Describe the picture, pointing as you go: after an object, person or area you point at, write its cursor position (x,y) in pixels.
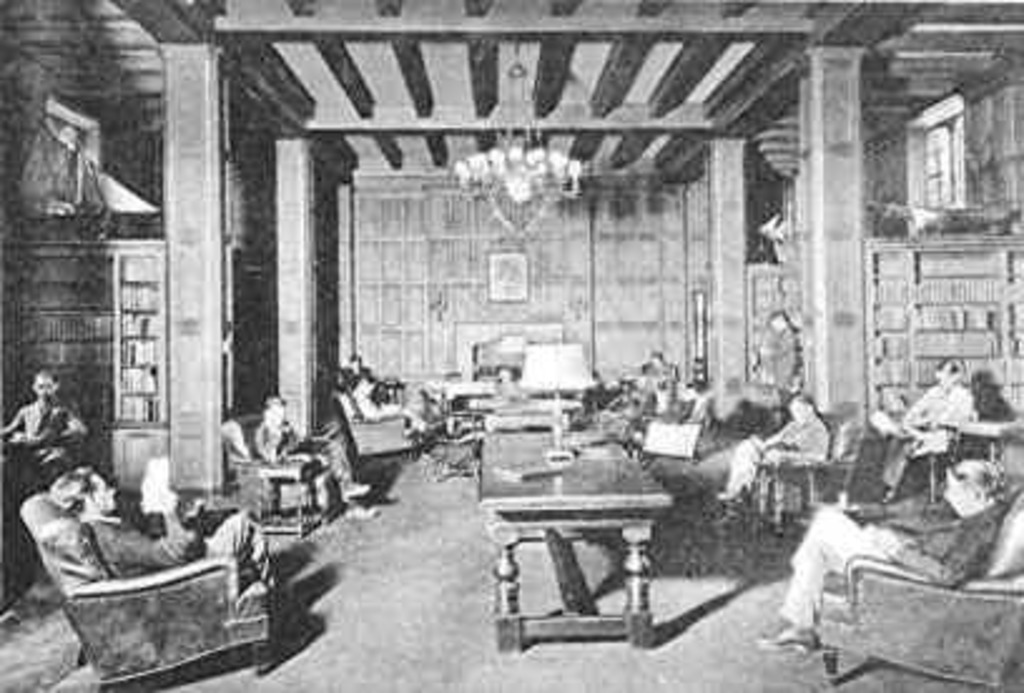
In a picture it is an old photograph in which people (609,393) are sitting on a chair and doing some work there is a table (581,444) in front of them on the table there is a lamp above the table (592,455) on the roof (540,78) there is also a lamp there are some shelf (98,257) in the shelf (98,257) there are some books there are four pillars (215,262).
